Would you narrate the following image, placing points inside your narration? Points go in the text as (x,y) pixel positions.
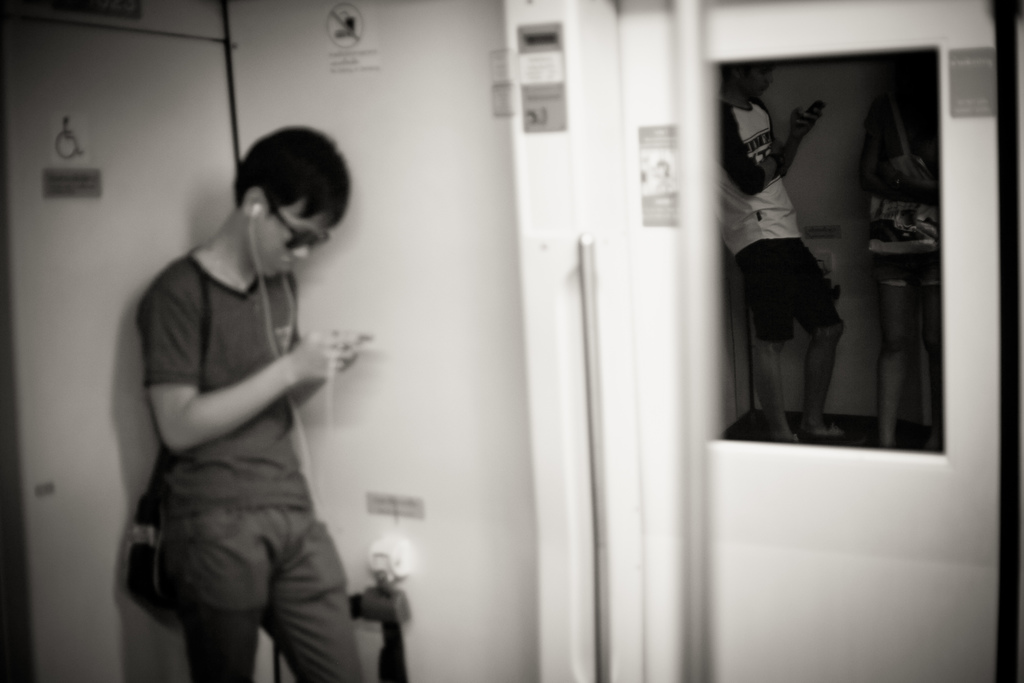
This is a black and white image. In this image we can see a person (260,315) standing wearing the headset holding a device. We can also see some papers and a device (393,601) on a wall (364,448). On the right side (778,251) we can see a man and a woman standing beside a door (801,498). In that we can see a man (784,275) standing holding a device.
